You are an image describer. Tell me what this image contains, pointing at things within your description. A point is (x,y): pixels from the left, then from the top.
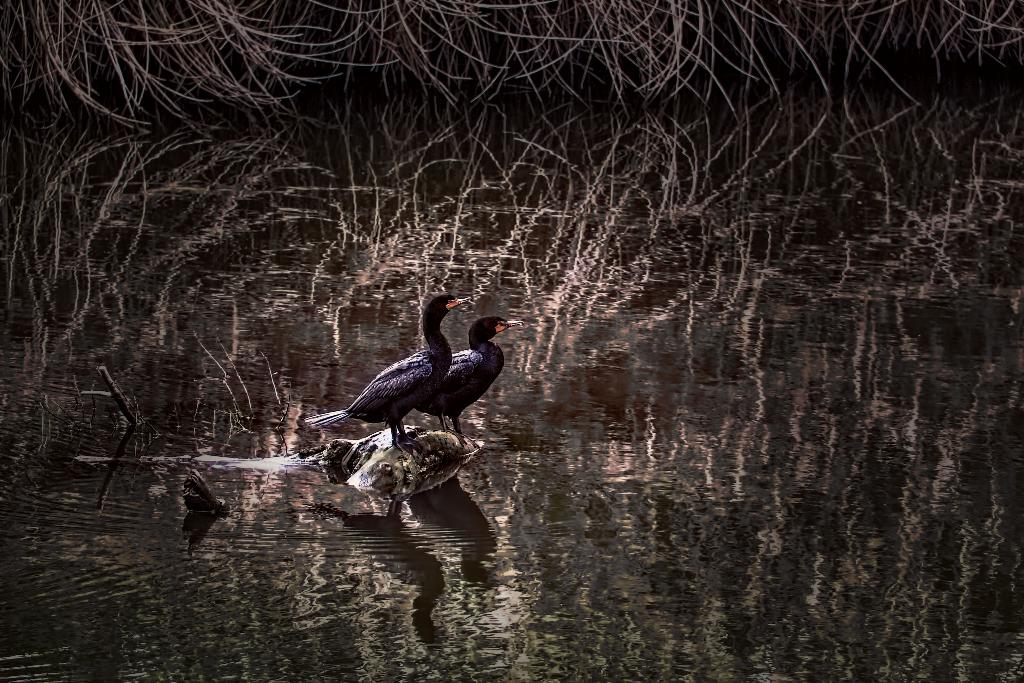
In this picture we can see two birds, water (374,611) and we can see trees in the background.
